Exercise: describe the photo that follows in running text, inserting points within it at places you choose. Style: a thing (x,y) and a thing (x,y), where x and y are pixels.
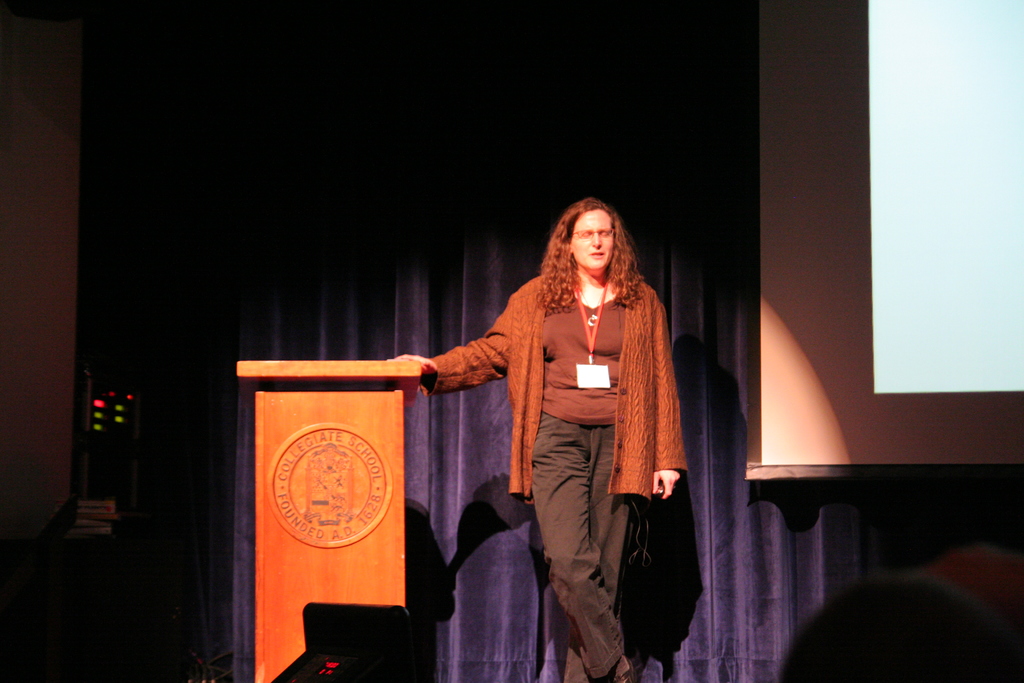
In this image I can see the person (512,451) standing to the side of the podium (327,392). The person (573,455) is wearing the dress (572,399) and identification card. To the right (877,313) there is a screen (860,322). In the background (407,306) there is a purple color curtain (416,255) and some objects (89,453) to the left (117,431).
